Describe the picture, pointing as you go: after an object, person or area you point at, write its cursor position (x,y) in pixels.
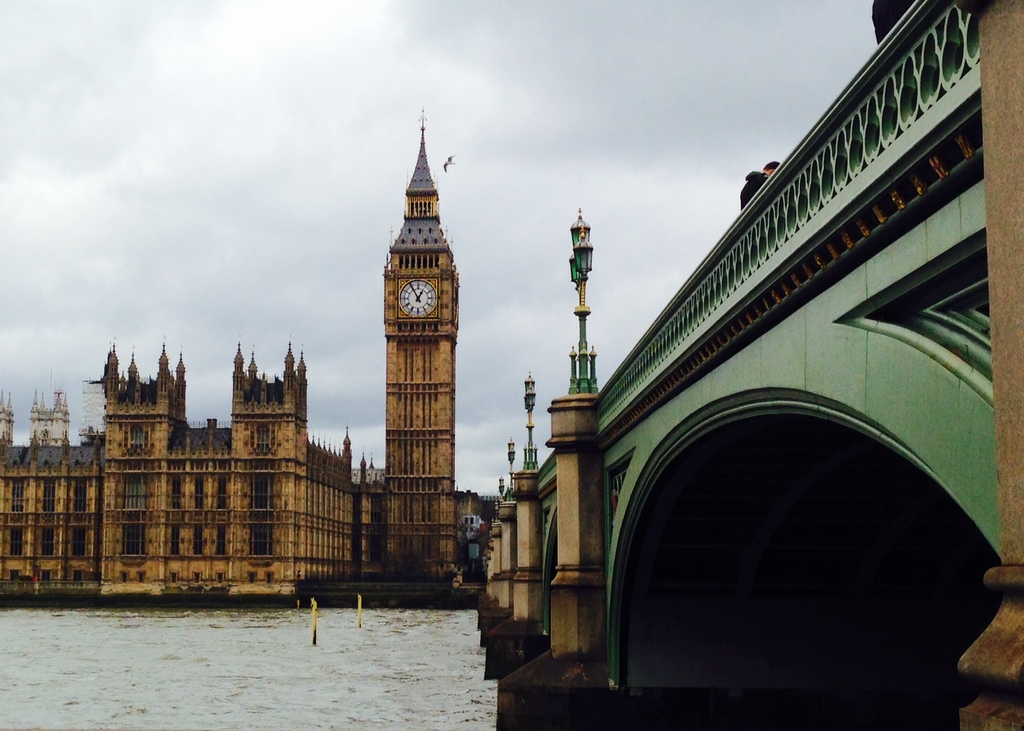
In the image I can see the water (243,661), a bridge (803,368) which is green, black and brown in color and few buildings (274,501). I can see a clock (422,283) to the building (446,299) and in the background (264,218) I can see the sky (519,143).
